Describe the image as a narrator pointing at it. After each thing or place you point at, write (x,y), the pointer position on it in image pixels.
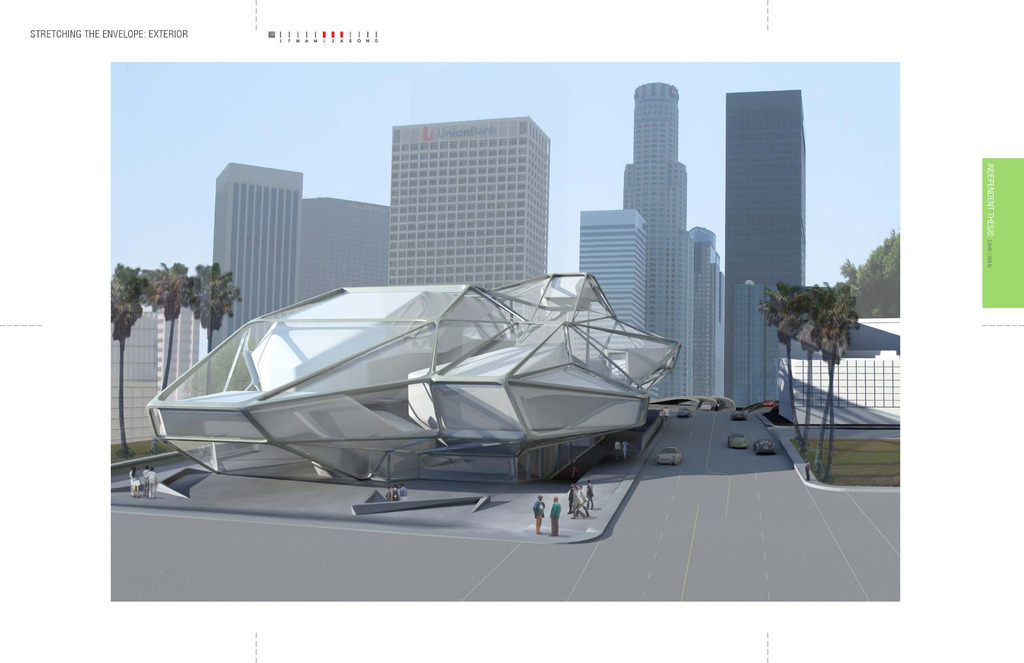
In the picture I can see people (569,498) standing on the ground (540,494) and vehicles (682,412) on the road (727,483). In the background (823,328) I can see trees (834,318), buildings (492,352) and the sky (290,106). I can also see something written on the image.
